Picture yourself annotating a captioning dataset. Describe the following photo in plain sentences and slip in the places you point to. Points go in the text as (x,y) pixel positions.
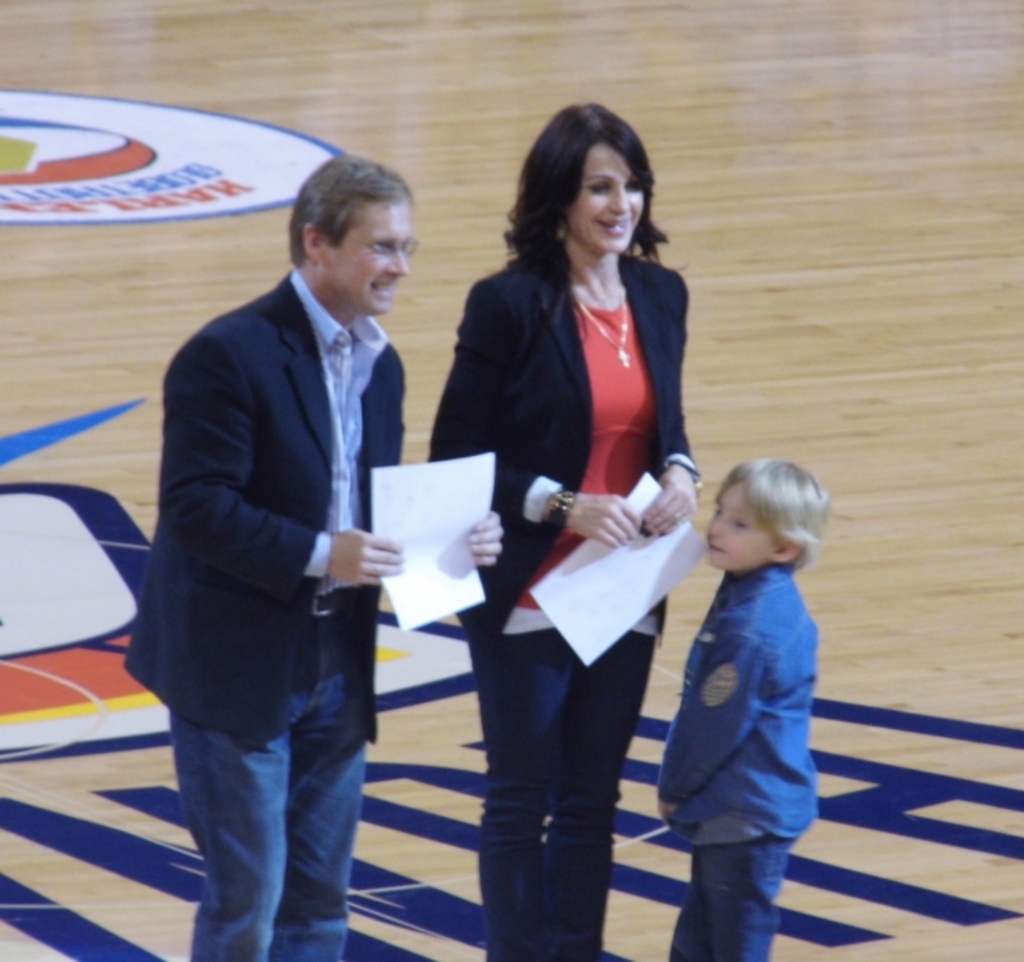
In this image we can see a man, woman (691,520) and a child (792,759) standing on the floor (378,826). In that we can see a man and a woman (622,685) holding the papers (438,570).
